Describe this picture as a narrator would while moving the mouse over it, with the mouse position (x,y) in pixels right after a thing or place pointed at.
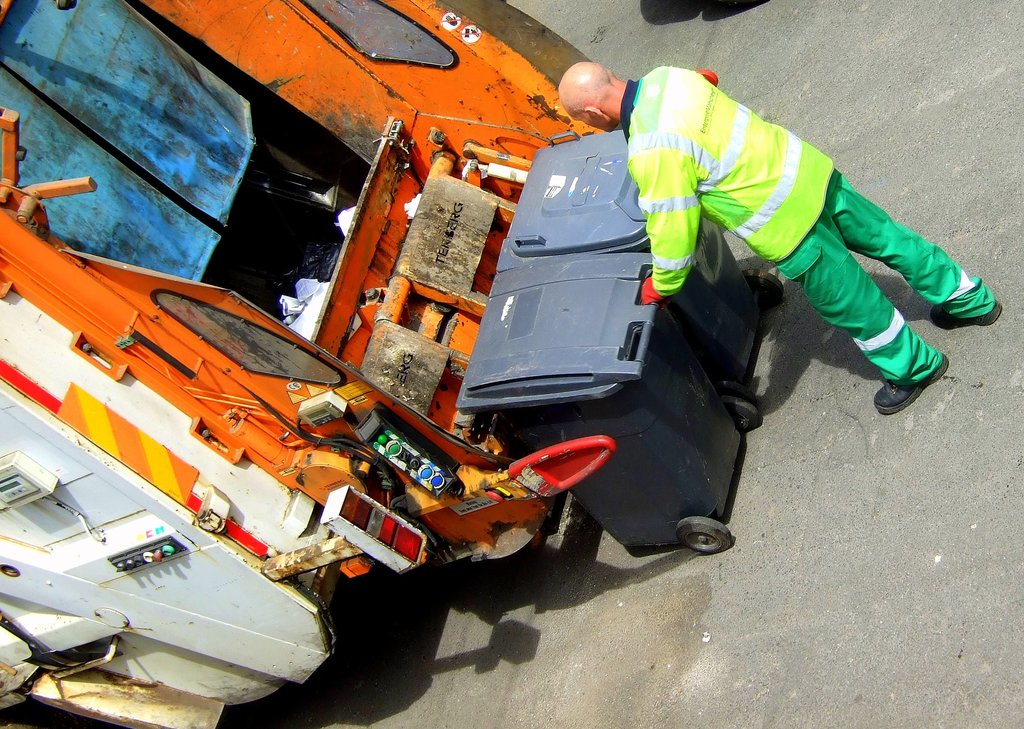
In this image there is a person (645,198) loading two trash cans (559,305) onto a truck (417,339).
